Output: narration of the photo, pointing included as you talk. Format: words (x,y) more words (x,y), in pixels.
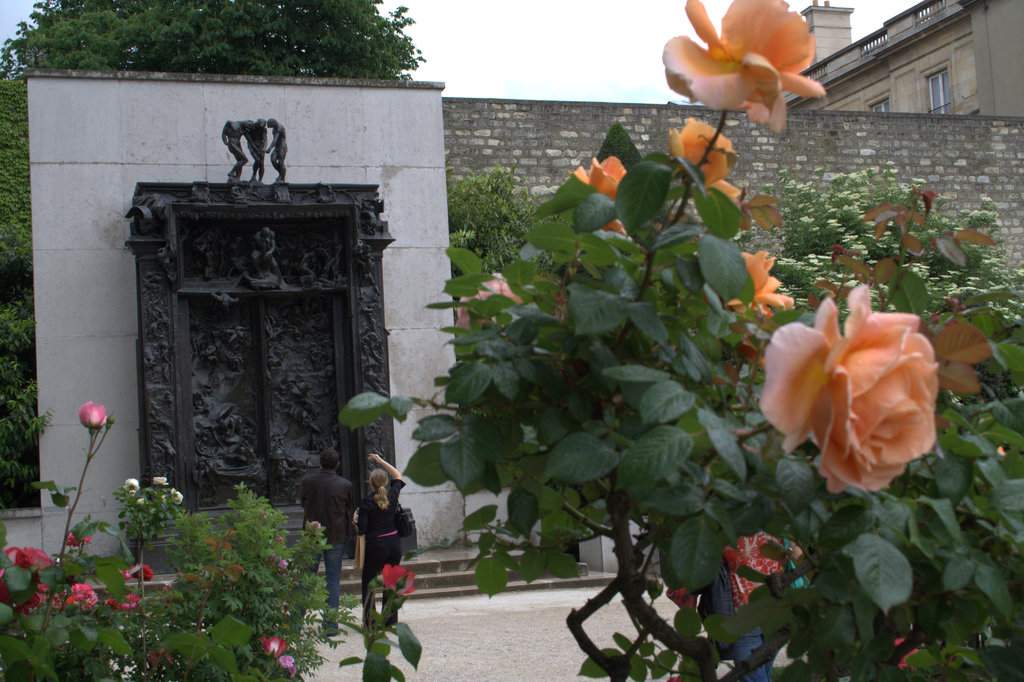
In this image I can see few trees (672,499) which are green in color and few flowers (123,605) to them which are pink and orange in color. In the background (377,532) I can see two persons (384,499) are standing on the ground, a huge wall (550,159), a black colored structure (286,308). In the background (223,10) I can see few trees (183,36) which are green in color, a building (844,44) and the sky (620,48).
